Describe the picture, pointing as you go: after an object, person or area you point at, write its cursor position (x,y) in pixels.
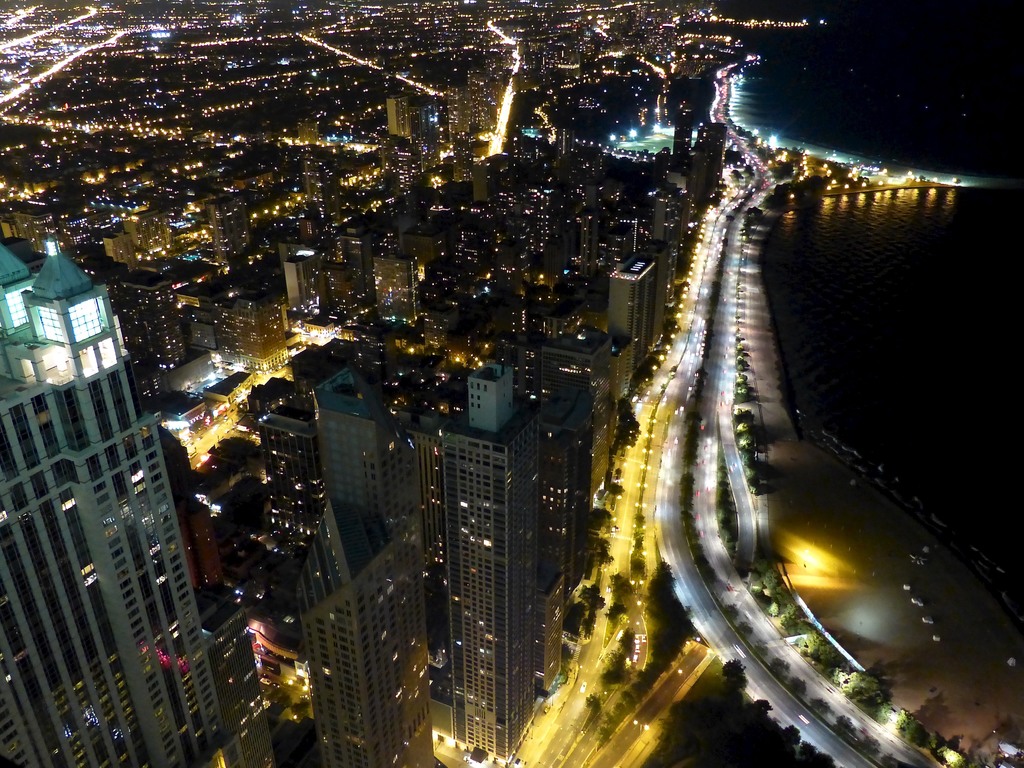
In this image there are buildings (351,318) and there are lights (331,318), there are vehicles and on the right side (890,234) there is water (992,226), there are trees (741,418).
